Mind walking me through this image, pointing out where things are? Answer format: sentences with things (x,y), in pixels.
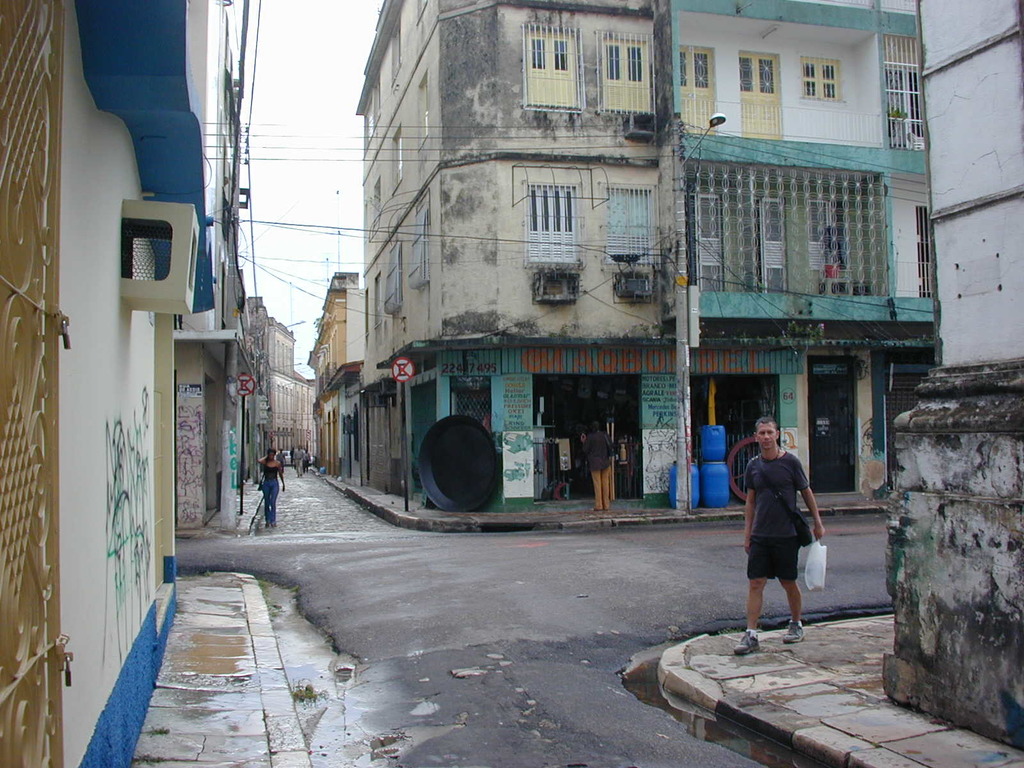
In the picture I can see people (754,487) walking on the ground (460,522). In the background (535,357) I can see wires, street lights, buildings (448,364), the sky (271,304), blue color objects (674,479) and some other objects (236,183).
